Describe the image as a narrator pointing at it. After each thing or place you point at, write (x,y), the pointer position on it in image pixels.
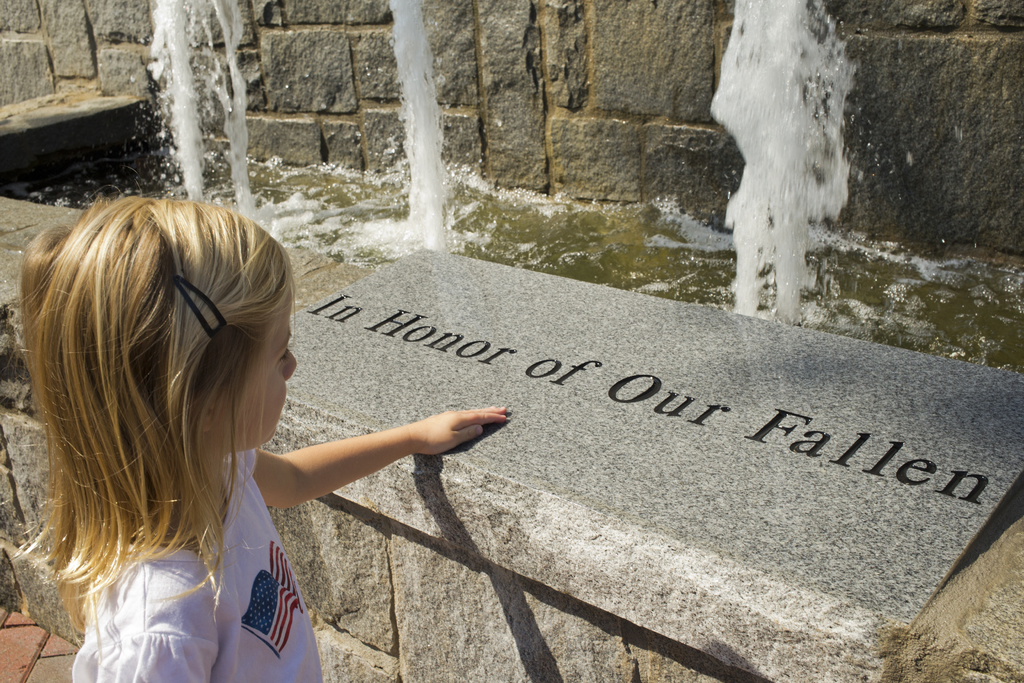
In this image we can see a child (116,467). Near to the child (242,518) there is a stone wall (356,518). On the wall (454,377) there is text (799,453). In the back (488,46) there is another stone wall (608,92). Also there is water (517,260).
